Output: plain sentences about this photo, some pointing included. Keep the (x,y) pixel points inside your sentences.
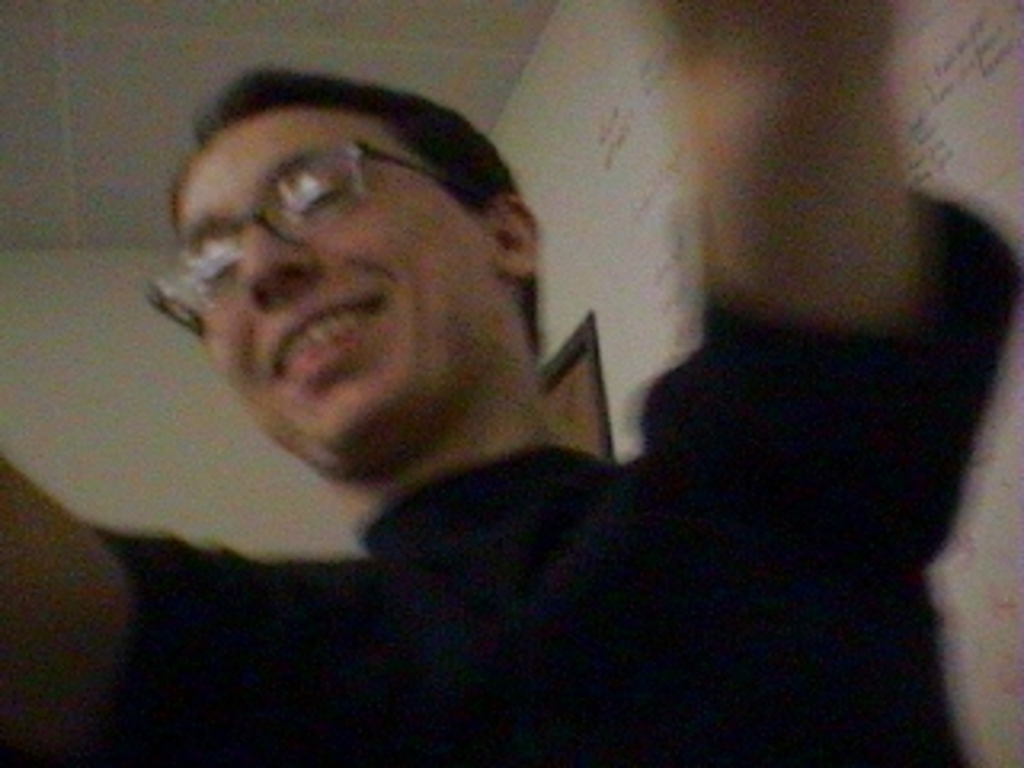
In the image there is a person (312,367) in black shirt (516,569) smiling and behind him it's a wall (94,257).
